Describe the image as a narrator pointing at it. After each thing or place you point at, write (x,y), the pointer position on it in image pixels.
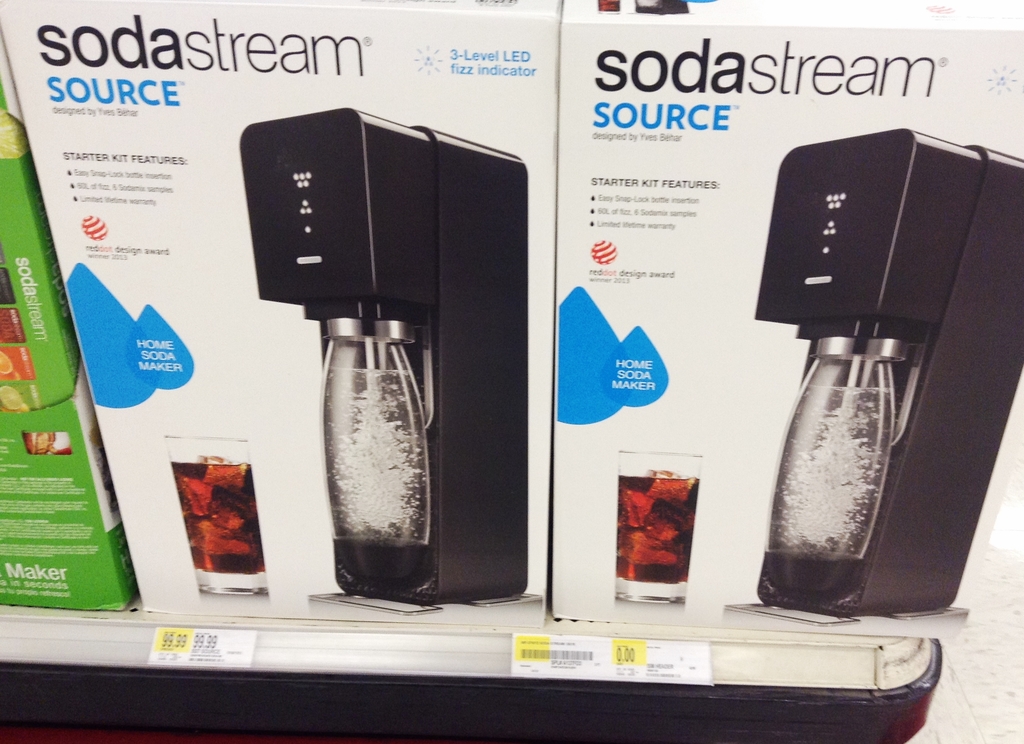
In this picture I can see 3 boxes (381,214) in front (291,49), on which there is something written and I see the depiction of 2 glasses (631,481), 2 machines (422,325) and 2 jars (361,402) and I can see the price tags (694,669).
